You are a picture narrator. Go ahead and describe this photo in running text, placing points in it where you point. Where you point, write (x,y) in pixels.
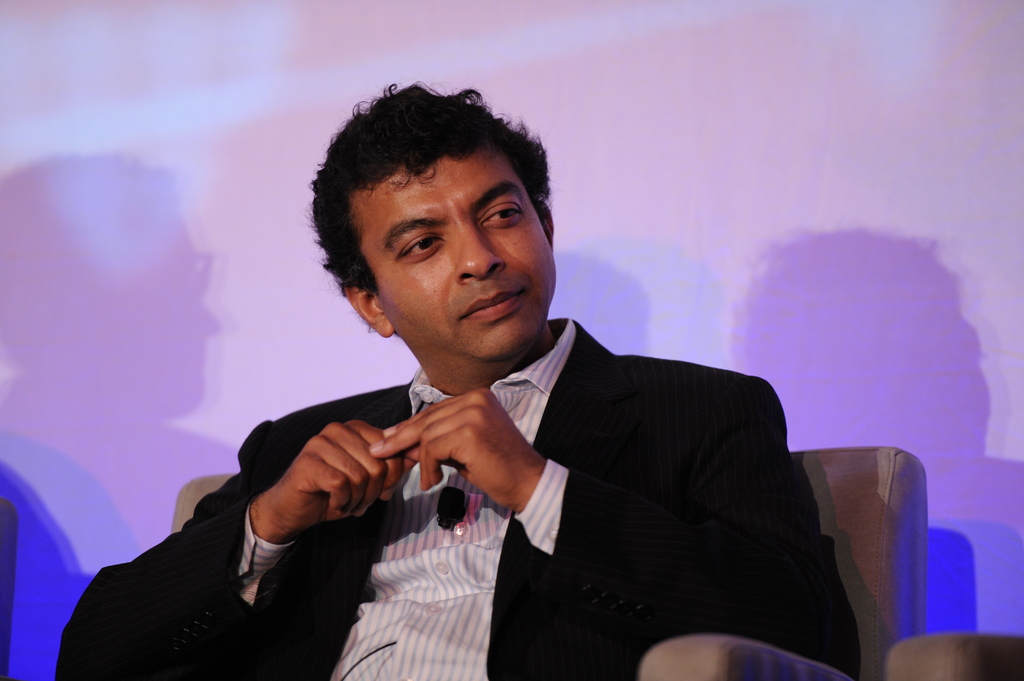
In the image there is a man (578,487) sitting on the sofa chair (694,646). Behind him there is a wall (701,332) with shadows (811,333) of people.
